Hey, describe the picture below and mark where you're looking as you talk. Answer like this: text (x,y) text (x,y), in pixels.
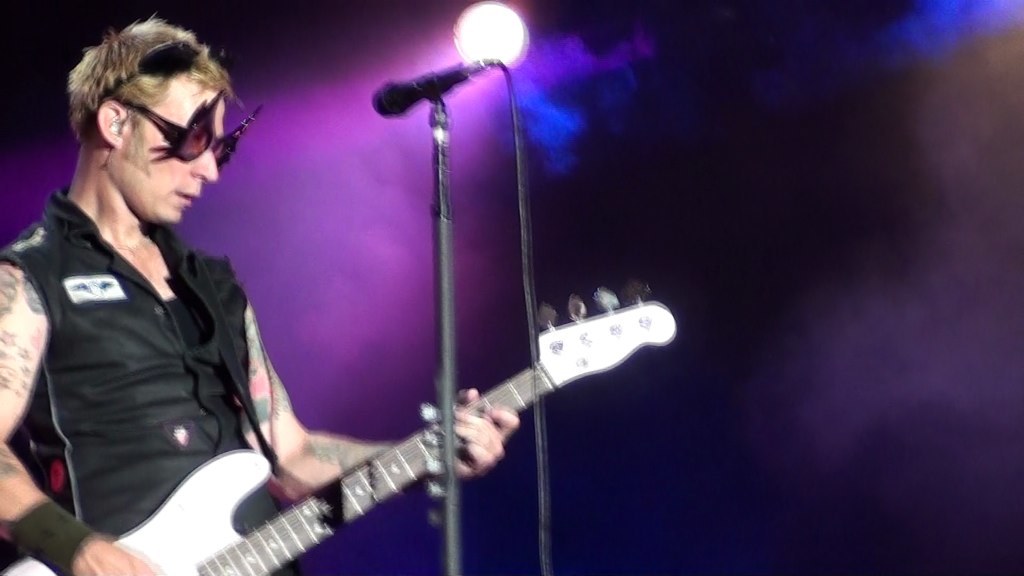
In the image there is a man (187,447) playing a guitar (164,564) in front of mic (435,88) and above there is a light (487,28).
